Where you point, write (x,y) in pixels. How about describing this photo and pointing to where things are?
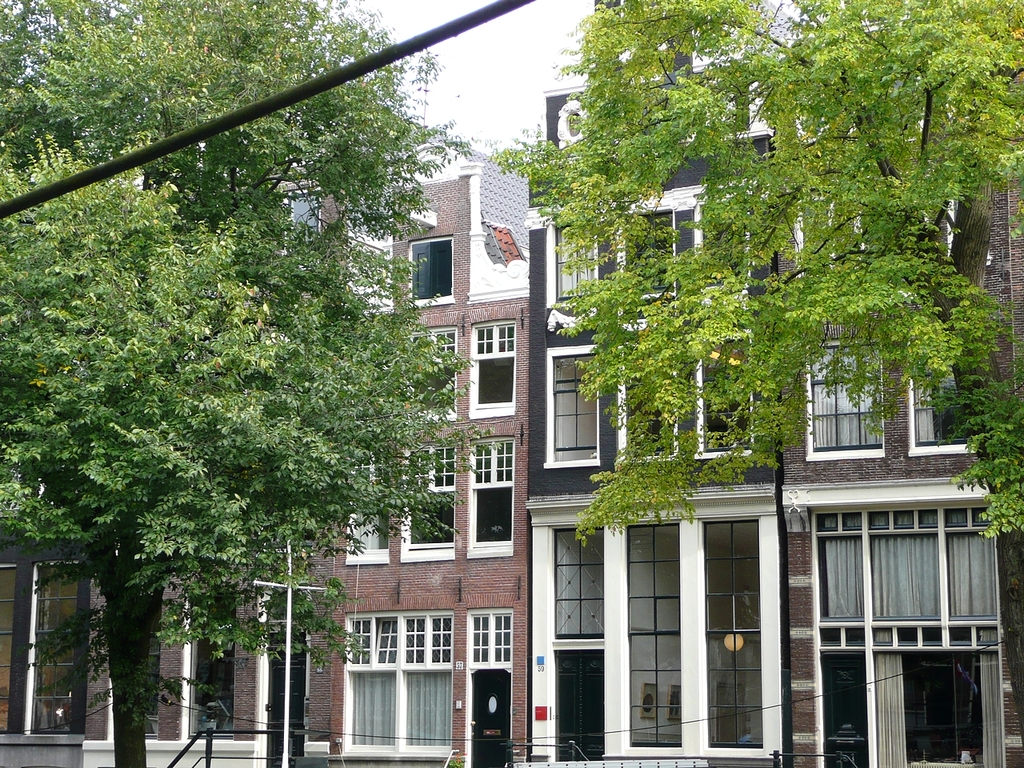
In the picture I can see the buildings (516,656) and glass windows (410,662). There are trees (185,379) on the left side (230,272) and the right side (848,111) as well. I can see a metal rope (345,76) on the top left side of the picture (319,79).
